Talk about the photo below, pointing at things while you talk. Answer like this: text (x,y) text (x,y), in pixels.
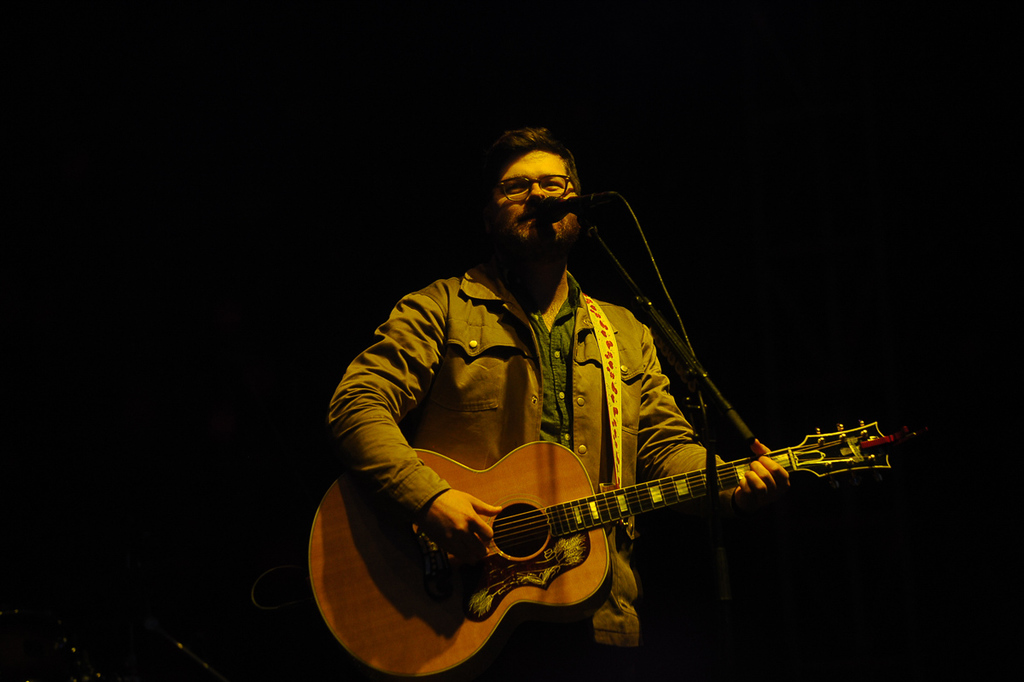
Here we can see a guy (561,640) standing in the center (351,436) holding a guitar (673,482), probably playing the guitar (395,646) and there is a microphone (602,205) in front of him.
